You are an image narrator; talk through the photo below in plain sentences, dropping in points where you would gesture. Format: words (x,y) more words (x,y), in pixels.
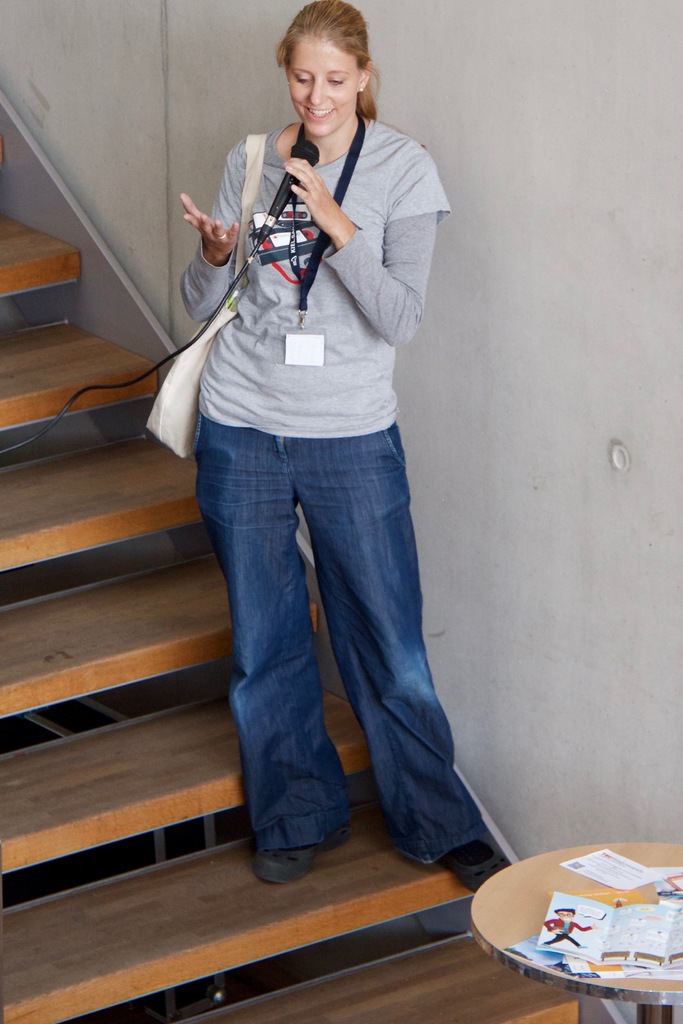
In this picture I can see there is a woman (371,550) standing she is wearing a shirt (284,346) and a blue jeans (295,552) and there is a table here with some papers (579,916) and there are stairs (54,433) and there is a wall (59,77) in the backdrop (237,17).
